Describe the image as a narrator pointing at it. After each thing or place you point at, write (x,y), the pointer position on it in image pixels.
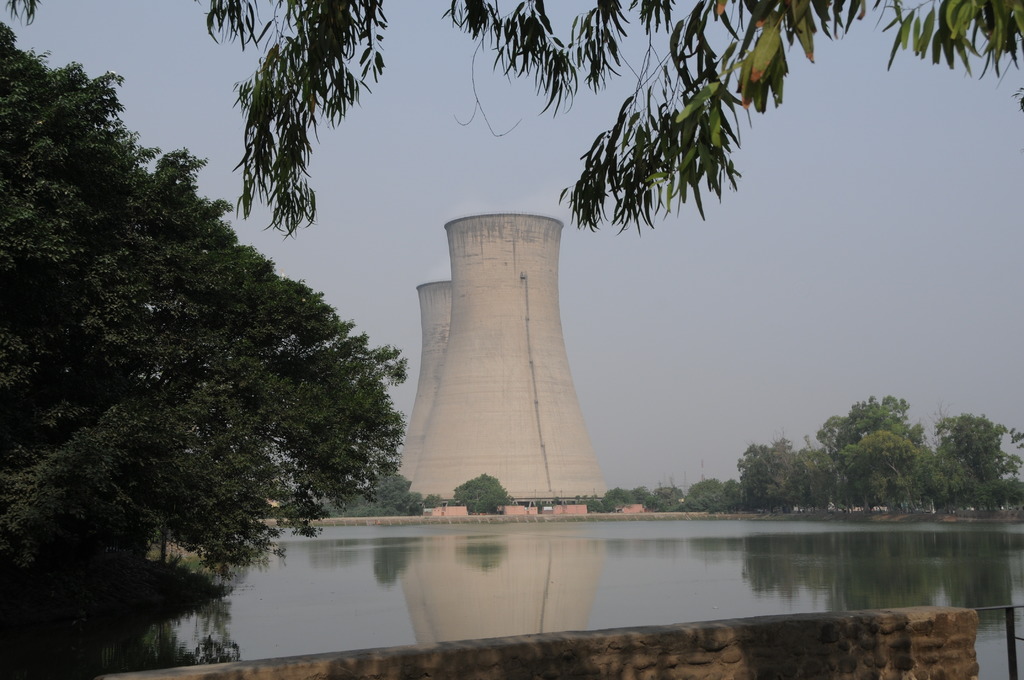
In the picture I can see the stone wall (941,644), trees (370,491), water (513,616), nuclear power plant (533,298) and the plain sky (341,158) in the background (385,165).
